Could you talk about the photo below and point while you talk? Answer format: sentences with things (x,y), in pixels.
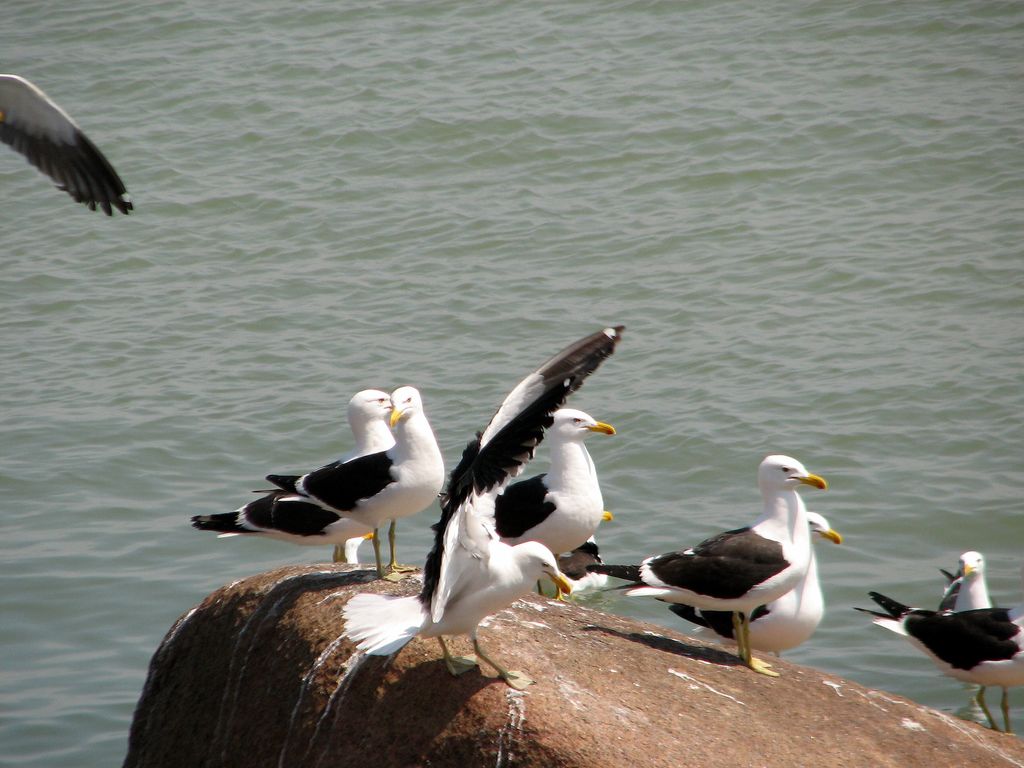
This picture shows few birds (475,479) on the rock (394,593). They are white and black in color and we see water (135,231) and a bird (14,107) is flying.
